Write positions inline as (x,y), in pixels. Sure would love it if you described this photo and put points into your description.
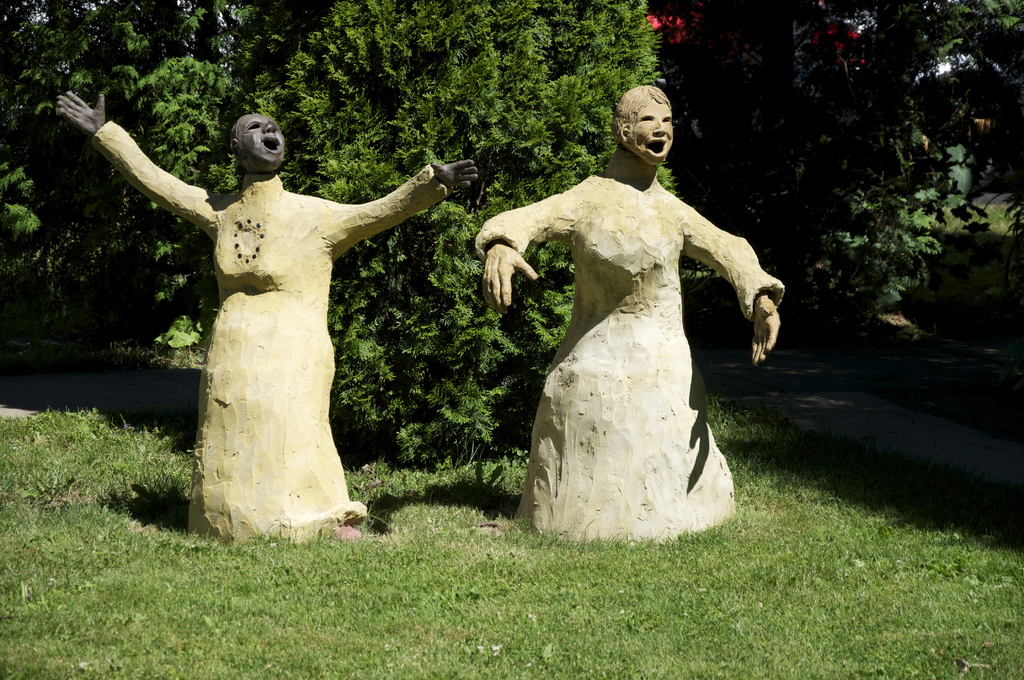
In this picture we can see two statues (254,320), at the bottom (642,625) there is grass (605,615), we can see trees (853,198) in the background (654,42).
